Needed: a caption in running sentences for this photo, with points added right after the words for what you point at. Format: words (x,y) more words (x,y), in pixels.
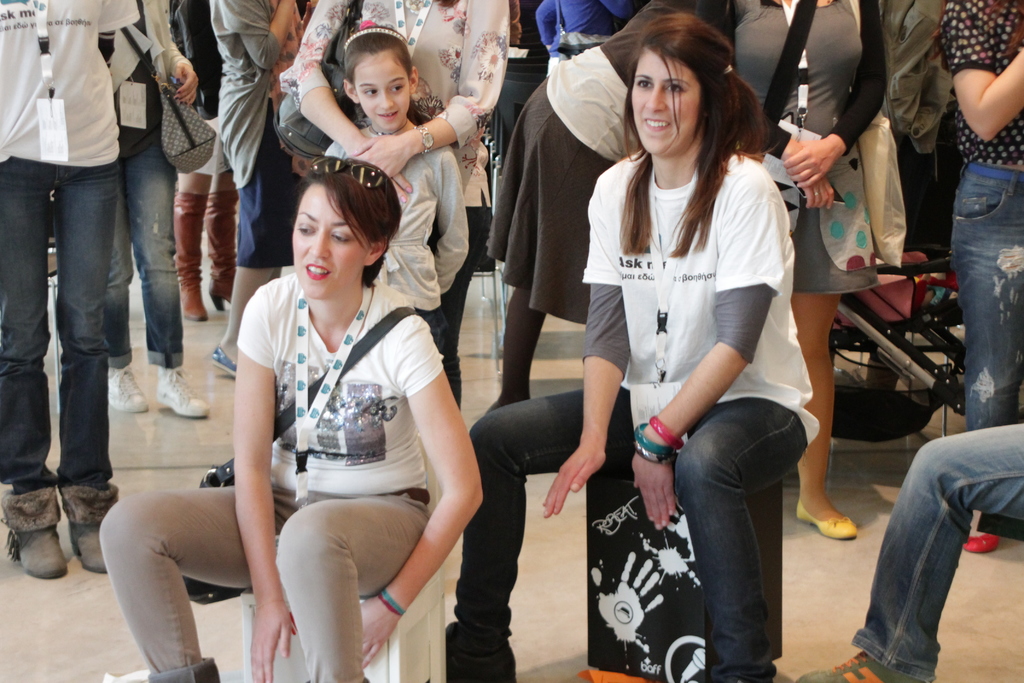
In this picture we can observe two women (642,294) sitting on the stools (646,651). Both of them are wearing white color T shirts (642,321) and tags (302,463) in their necks (351,296). In the background (368,110) there is a girl (373,91) standing. We can observe some people (98,150) standing in the background (892,127).
